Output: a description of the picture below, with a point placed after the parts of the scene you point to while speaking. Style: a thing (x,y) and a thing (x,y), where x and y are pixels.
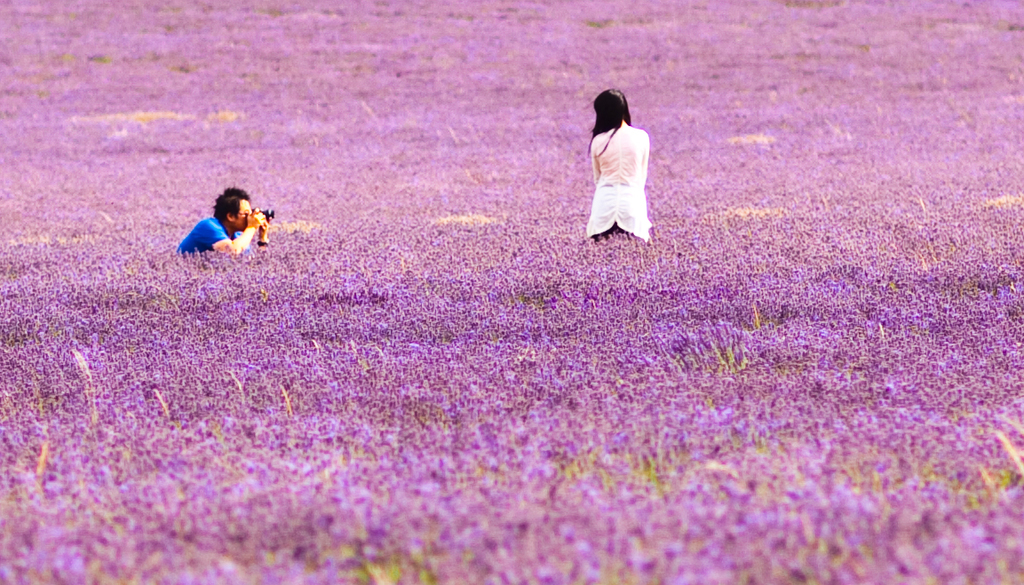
In this image we can see two persons (594,219). One person (254,222) is holding a camera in his hand (261,222). In the background (282,249), we can see the flowers (740,257).
